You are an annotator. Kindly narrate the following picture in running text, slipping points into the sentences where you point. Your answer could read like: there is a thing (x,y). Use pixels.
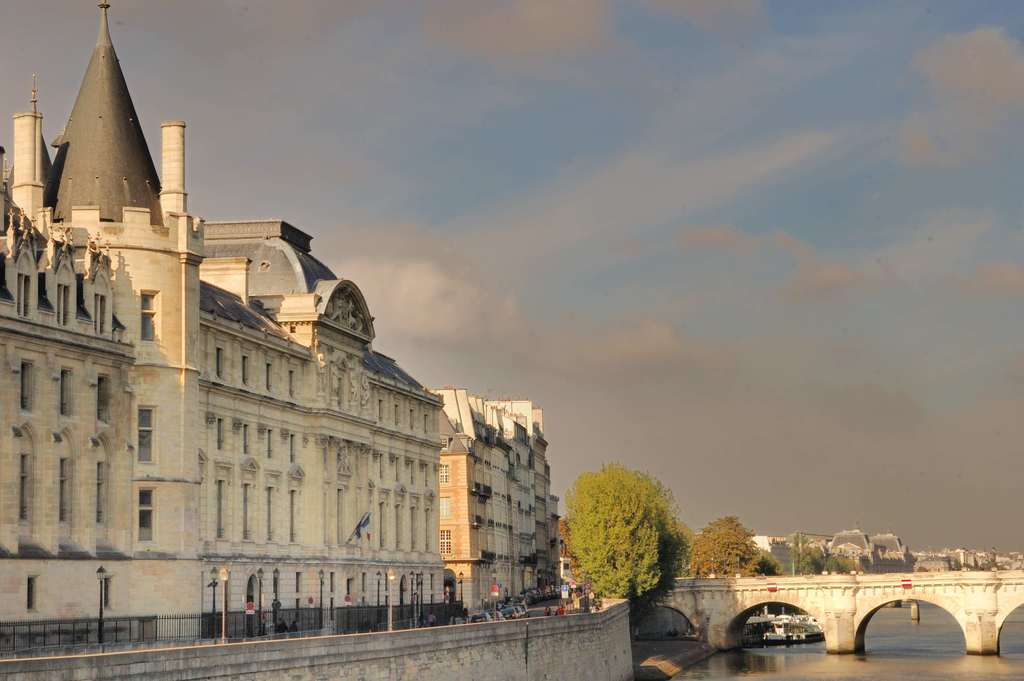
In this image, we can see some buildings (270,525) and there is a bridge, there are some trees (658,528), we can see water (753,665), at the top (751,189) there is a sky (646,138).
